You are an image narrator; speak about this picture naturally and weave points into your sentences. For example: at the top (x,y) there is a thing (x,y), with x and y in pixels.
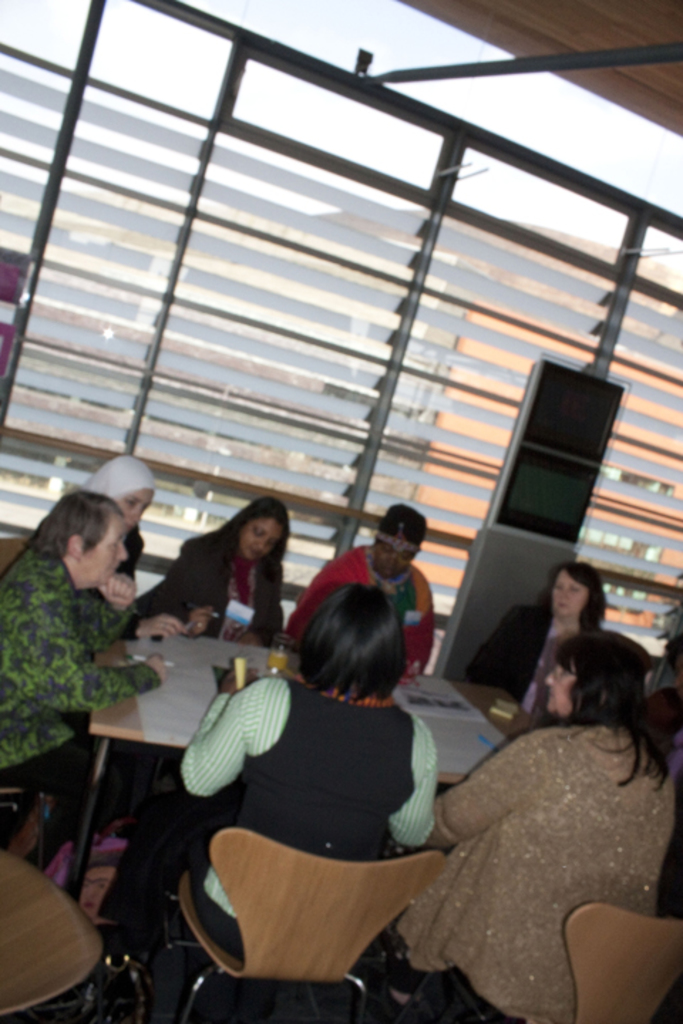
In this image we can see people (337,628) sitting on the chairs (606,907) around the table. In the background (436,383) we can see glass windows (401,406).
